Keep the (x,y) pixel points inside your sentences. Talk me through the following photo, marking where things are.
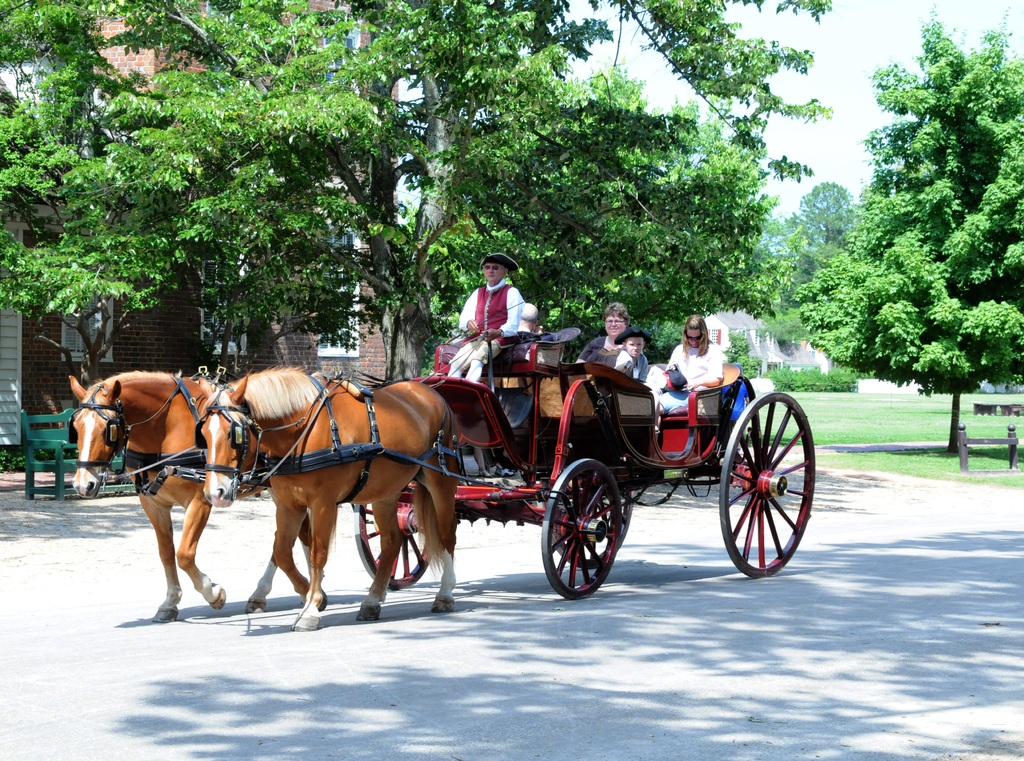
In the foreground of this image (522,353), there are people (650,378) sitting on a horse cart (464,439) which is moving on the road (734,630). In the background (689,288), there are trees (978,284), grassland (875,430), few houses (352,353), sky (848,41) and the green color bench (51,436).
